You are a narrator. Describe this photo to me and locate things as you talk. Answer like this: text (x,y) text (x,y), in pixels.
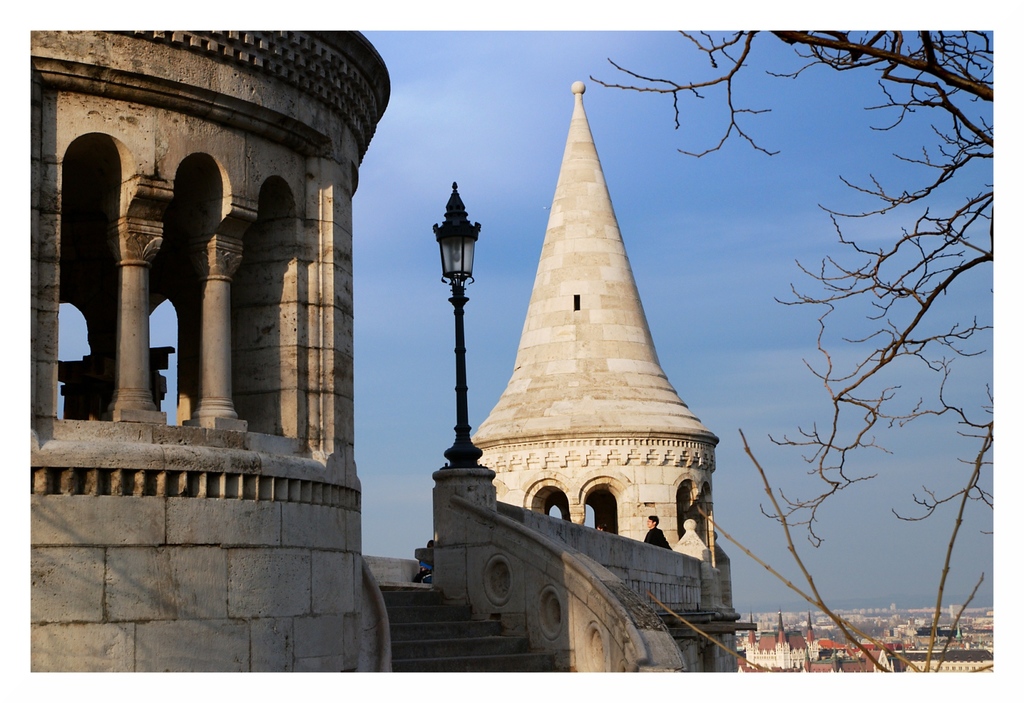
In this image there are buildings (753,628) and we can see people (666,542). At the bottom (488,668) there are stairs (450,622) and we can see a pole (464,449). On the right (857,49) there is a tree (865,218). In the background (767,231) there is sky (530,168).
